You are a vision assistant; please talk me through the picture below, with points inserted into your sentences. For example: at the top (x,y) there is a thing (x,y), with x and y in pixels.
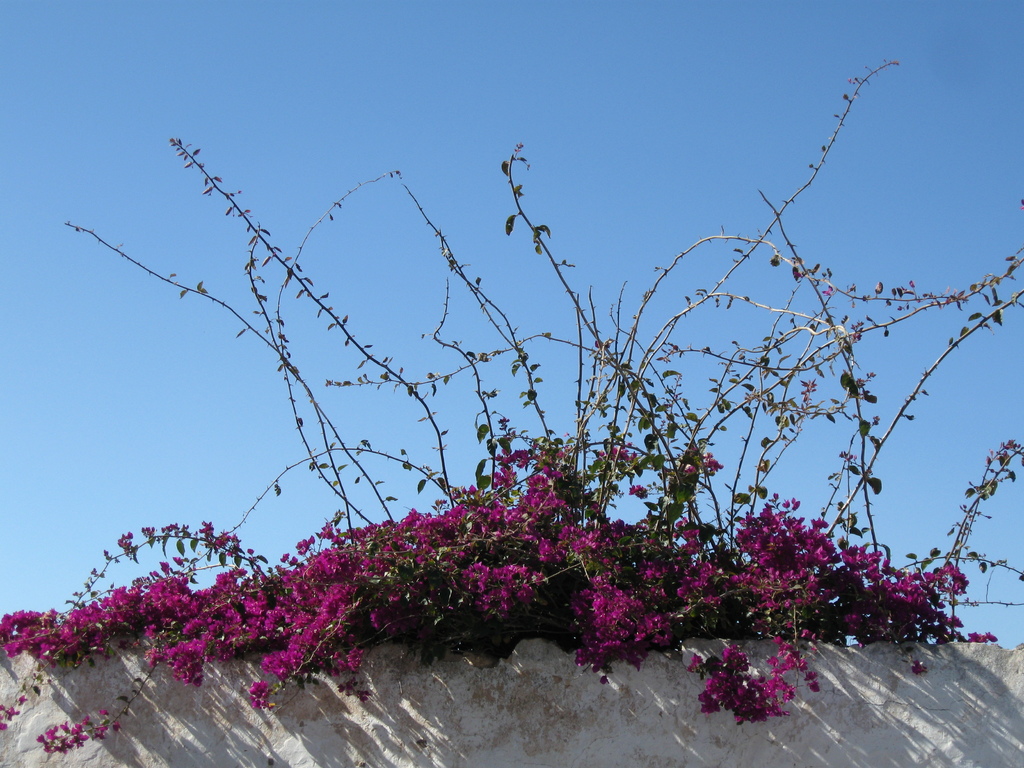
In this image at the bottom (490,588) there are some flowers (490,588) and plants (494,640) and there is a wall (539,728), at the top of the image (540,180) there is sky (292,171).
